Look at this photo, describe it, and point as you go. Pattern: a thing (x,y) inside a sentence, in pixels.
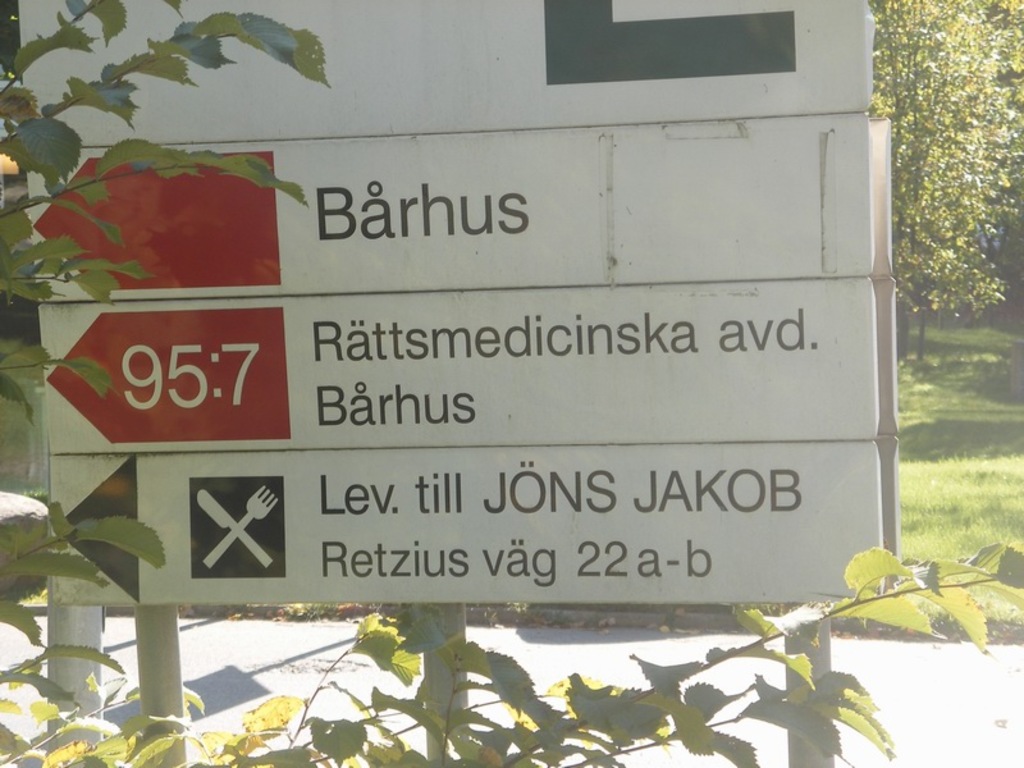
On the left side (32,130), there is a tree (44,255) having green color leaves (140,737) and there are sign boards (186,392) attached to the poles (819,662). Beside them, there is a road (924,680). In the background (944,326), there are trees (913,16) and there's grass (935,365) on the ground (939,347).
